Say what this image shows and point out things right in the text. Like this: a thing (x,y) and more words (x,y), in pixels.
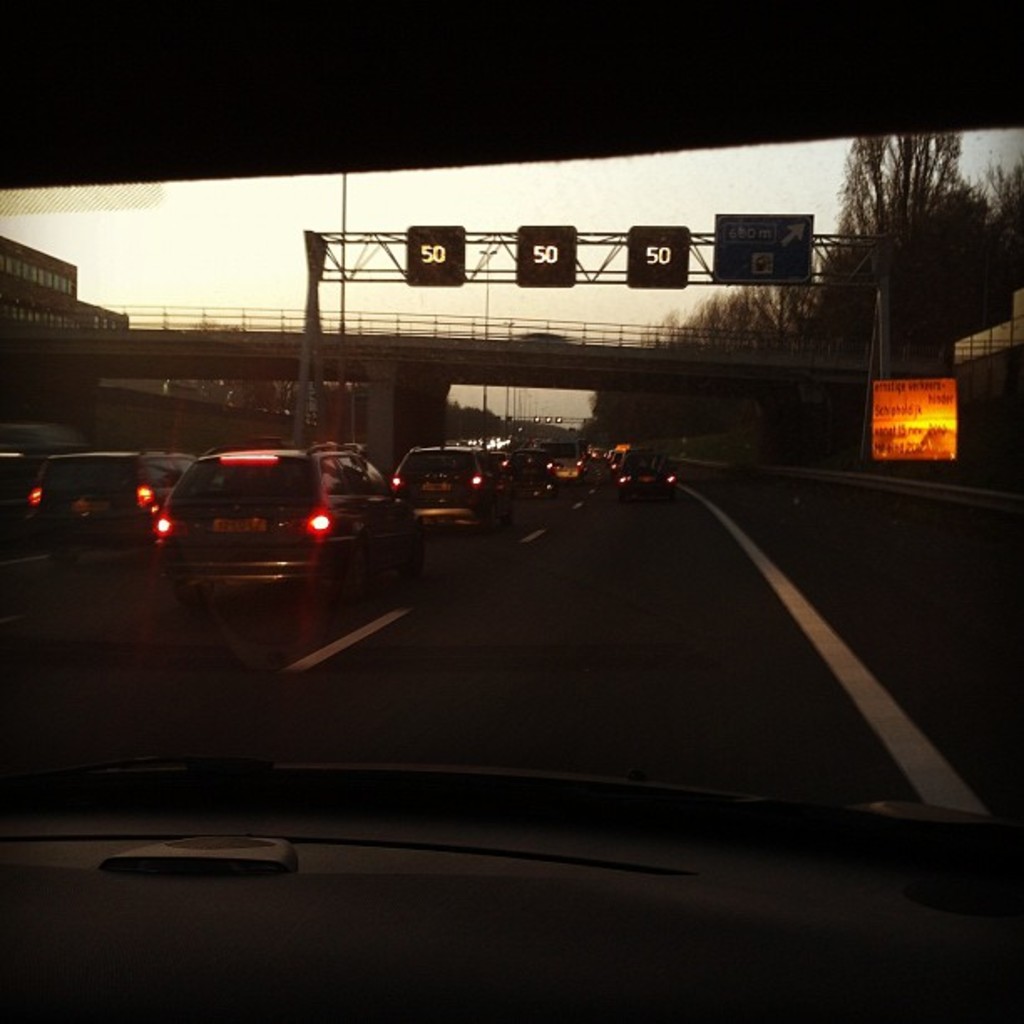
In this picture, we can see a view from the glass (646,745) of a vehicle (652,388), and we can see the road (696,570), vehicles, bridge (735,373), poles (315,266), boards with numbers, text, and we can see trees (982,223), and the sky (547,209).
